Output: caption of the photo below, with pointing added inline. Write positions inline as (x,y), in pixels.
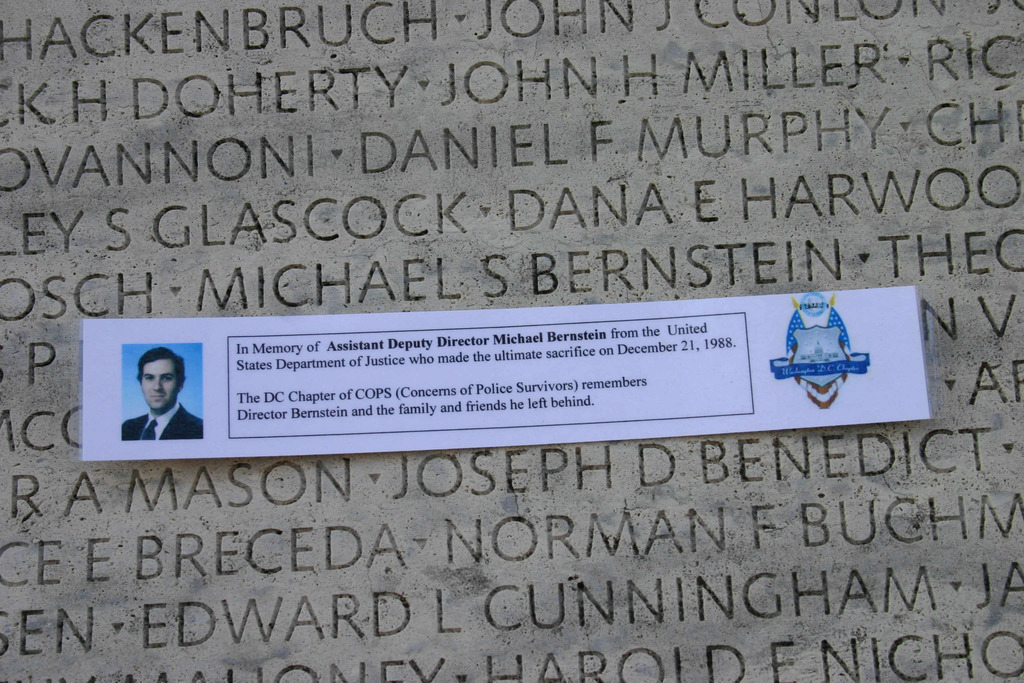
In this picture we can see a paper (466,386), in the paper (235,355) we can find a man (165,381).
